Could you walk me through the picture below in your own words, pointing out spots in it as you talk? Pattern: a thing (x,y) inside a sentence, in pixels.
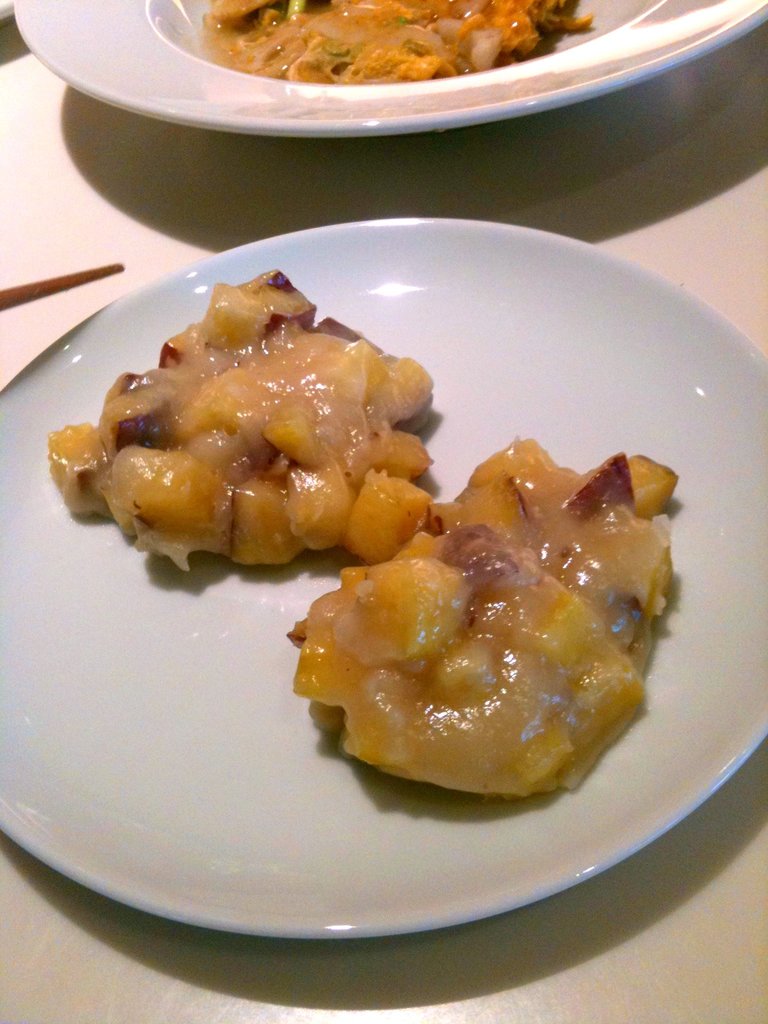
In this picture there is some food (434,590) in the plate (454,909) which is placed on the table (619,223).
